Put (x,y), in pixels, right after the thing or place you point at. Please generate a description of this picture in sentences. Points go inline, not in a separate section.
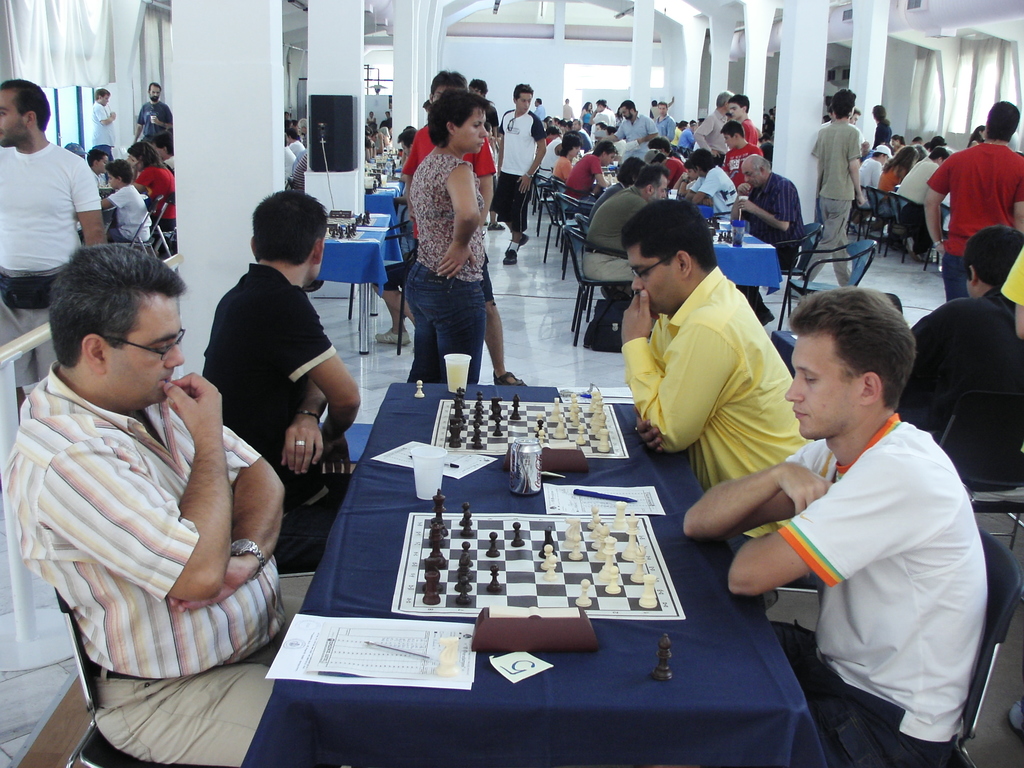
In this image i can see there are group of people (498,352) and some are standing on the floor (541,327). In front of the image we can see there are four people (760,588) sitting on the chair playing the chess (473,543) on the table (469,501). We can see there are two chess boards (492,523) and white paper (384,664) with a pen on it. In the background of the image (258,161) we can see few pillars (312,184) of the building (356,178) and the person (502,222) wearing white t shirt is walking on the floor (546,276).
